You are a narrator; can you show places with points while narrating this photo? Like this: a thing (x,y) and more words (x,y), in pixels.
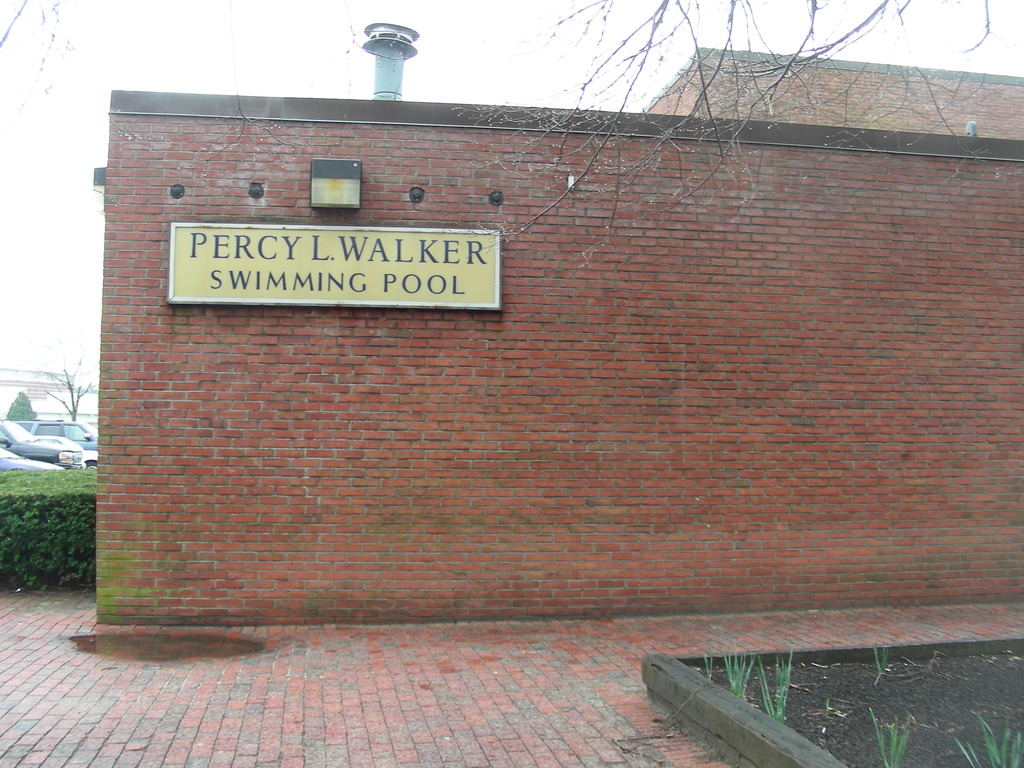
In this picture I can see plants (92,479), vehicles (69,426), trees (70,382), a board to the wall (582,193) of a house (583,194), and in the background (275,49) there is sky (444,62).
